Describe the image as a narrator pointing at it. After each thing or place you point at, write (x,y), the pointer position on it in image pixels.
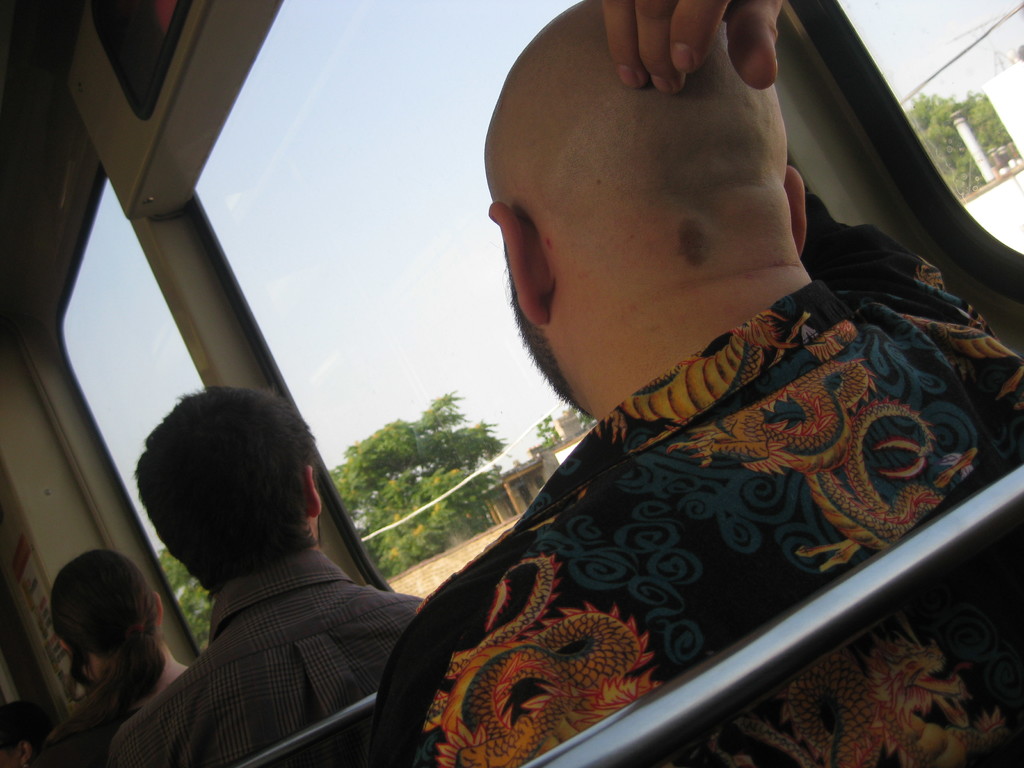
In this image there are people (696,233) sitting on the vehicle (16,30). There are trees (974,179). There is a sky (486,239). There are buildings (501,494) in the background (519,485).
